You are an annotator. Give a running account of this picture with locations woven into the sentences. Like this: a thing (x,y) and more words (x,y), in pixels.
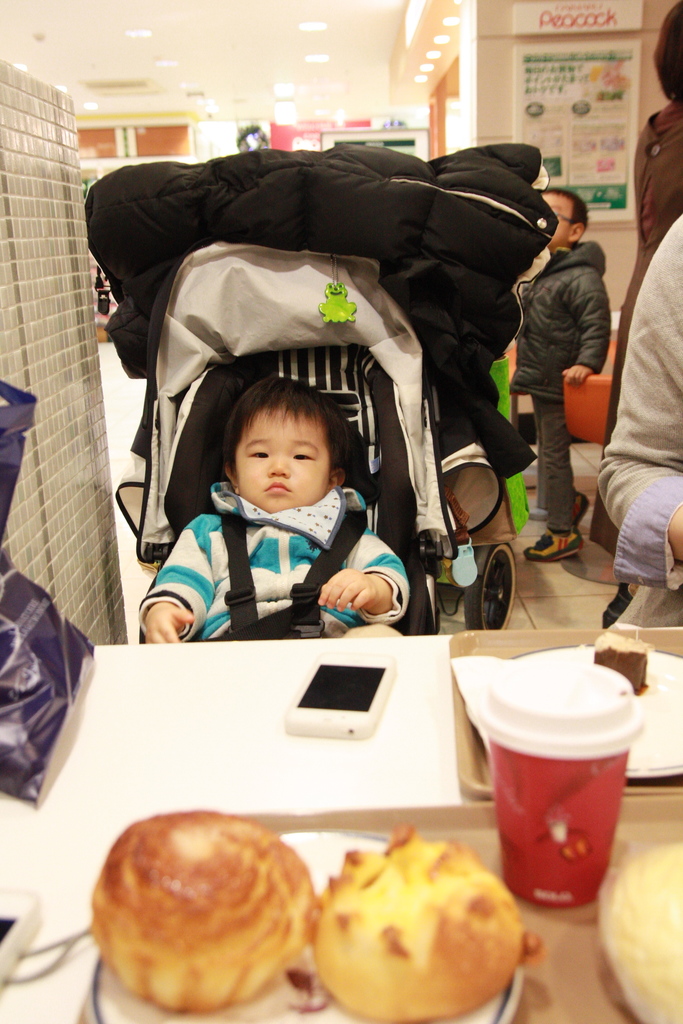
In this image we can see a boy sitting in the stroller (499,581), in front of him we can see a table (356,766), on the table (348,775), we can see some food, mobile phone (348,713) and some other objects (486,859), at the top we can see some lights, and on the wall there is a poster (562,126) with some text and images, also we can see some persons (552,263) standing on the floor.
